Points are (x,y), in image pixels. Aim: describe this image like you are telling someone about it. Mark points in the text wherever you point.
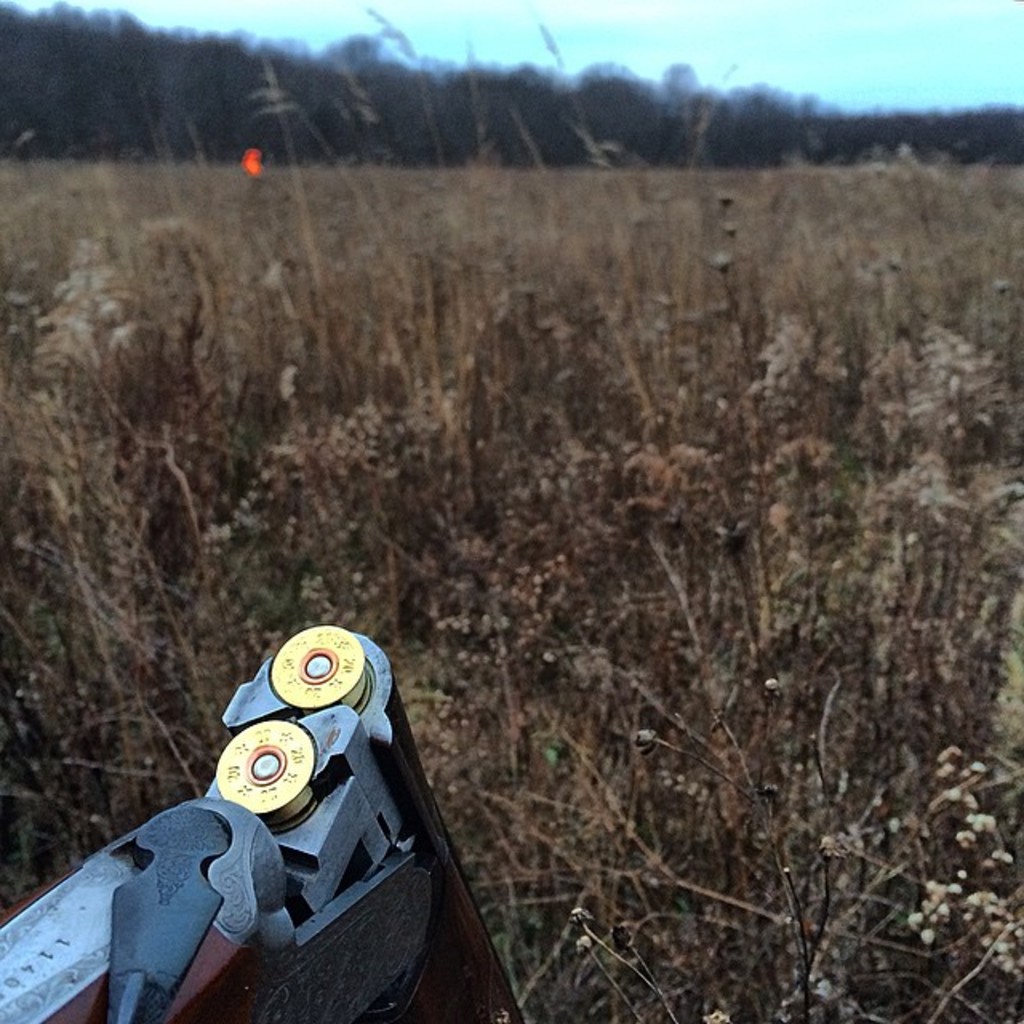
In this image in the front (379,682) there is a gun (279,913). In the background (443,401) there is dry grass (398,316) and there are trees (686,107).
